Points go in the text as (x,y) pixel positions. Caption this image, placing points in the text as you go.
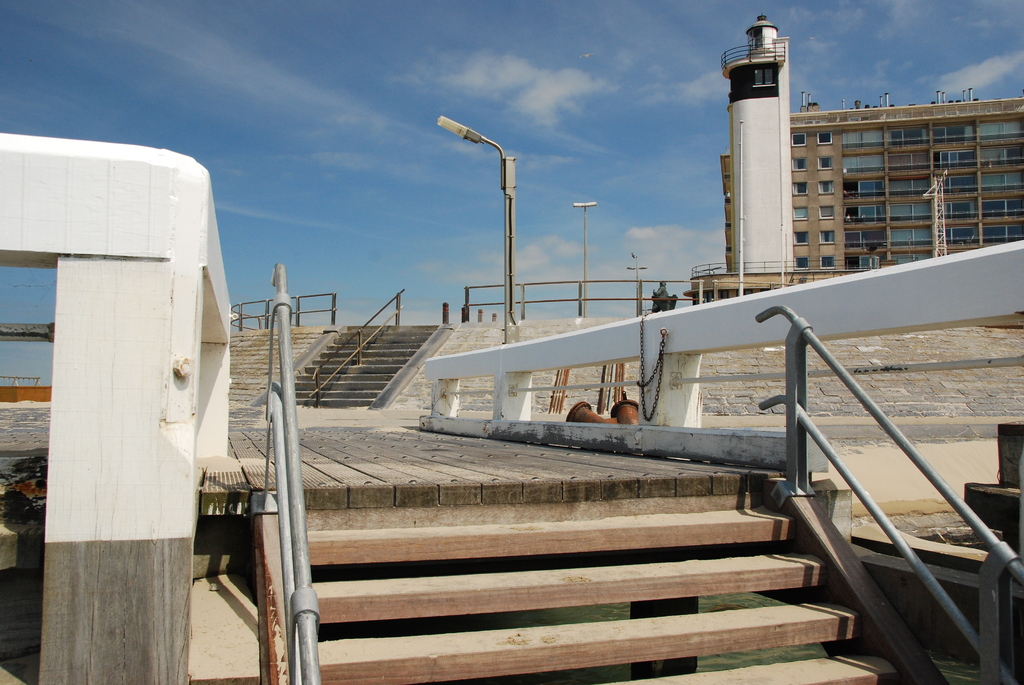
At the bottom of the picture (537,567), we see wooden stairs (636,624) and a stair railing (299,641). Beside that, we see a white wall (131,394) or a pillar (158,427). In the middle of the picture (413,339), we see staircase (323,377) and a railing (333,306). Beside that, we see a street light (506,221). On the right side (725,164), we see buildings (828,187) and a tower (760,197). At the top of the picture (504,2), we see the sky (404,306) and the clouds (698,94).
